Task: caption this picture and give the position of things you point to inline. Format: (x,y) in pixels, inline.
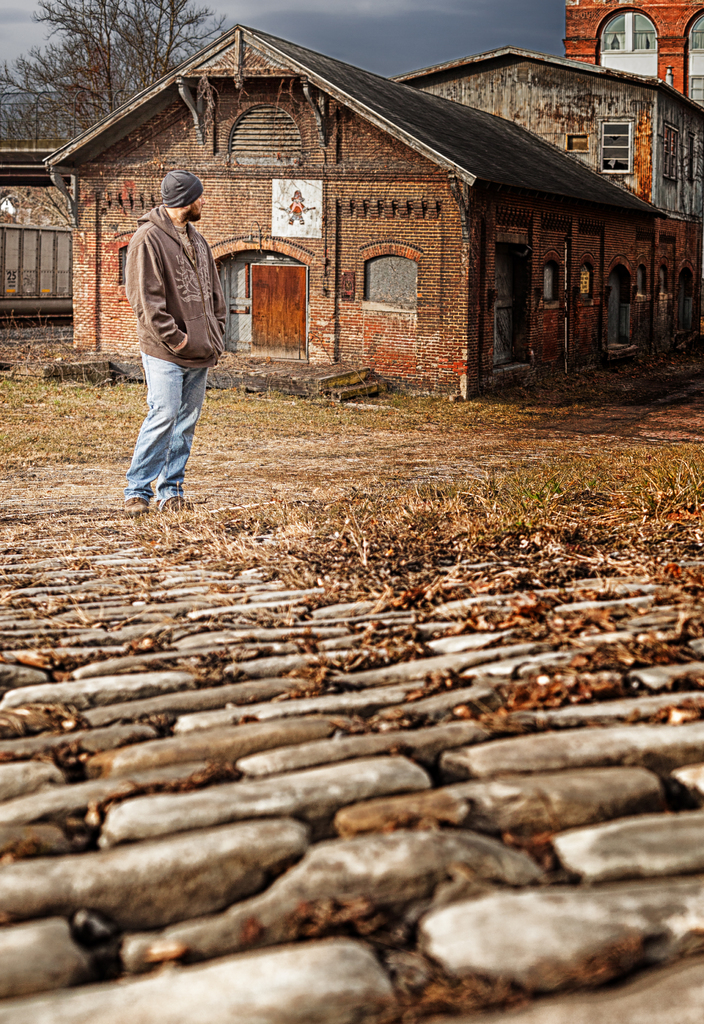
In this picture we can see a man (158,249) wore a cap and standing on the ground (228,559), buildings (259,226) with windows (618,128), trees (172,18), grass (476,500) and in the background (400,21) we can see the sky (289,25).
